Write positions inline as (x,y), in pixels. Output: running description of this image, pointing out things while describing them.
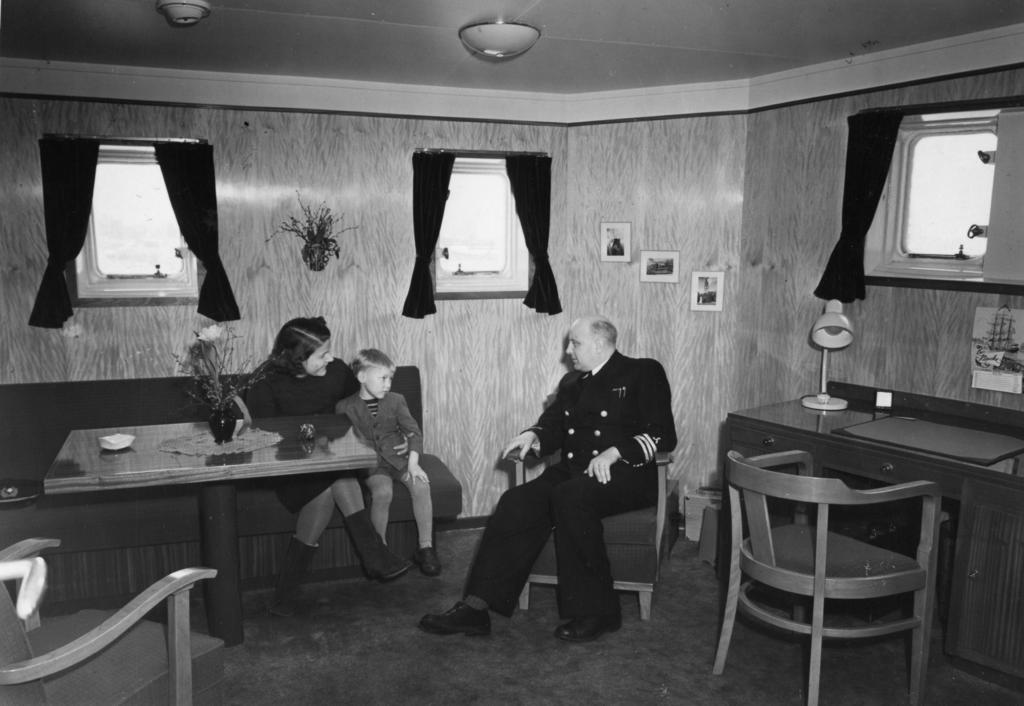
In this image i can see a woman (297,393) and a man (613,392) sitting in a chair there is also a kid (370,409) there is a flower pot (218,400) a bowl (108,444) on a table (125,475), there are three chairs (125,613), at the back ground (660,270) i can see few frames (700,303) attached to a wall (570,239), a window (512,223) and a curtain (527,195).
